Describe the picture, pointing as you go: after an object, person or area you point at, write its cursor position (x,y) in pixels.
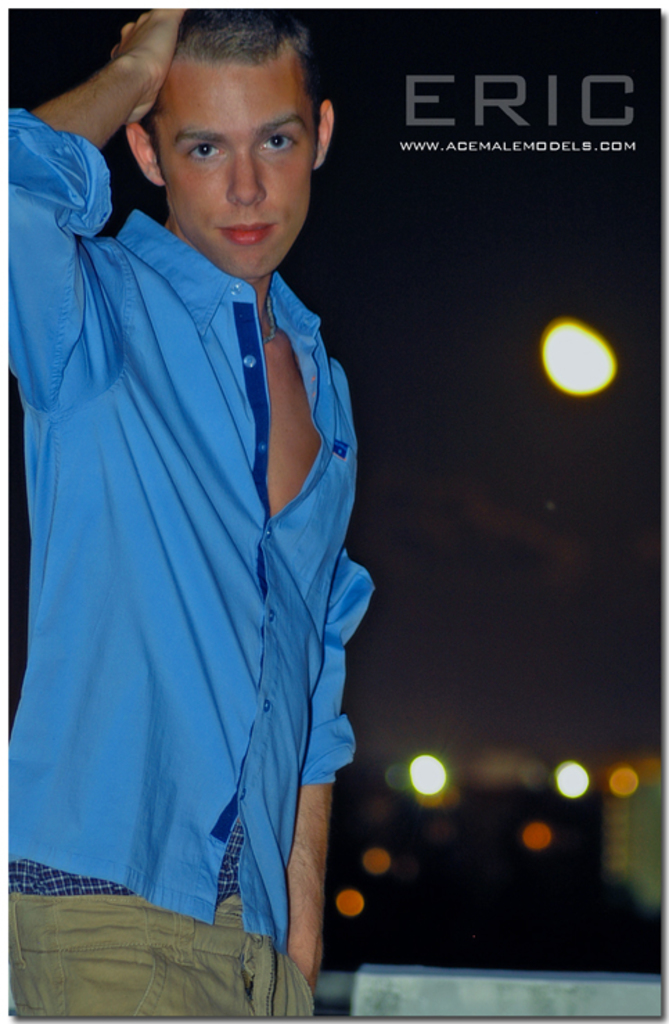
In this picture there is a man (285,223) who is wearing blue shirt (208,729) and trouser (203,958). He is standing near to the fencing (542,986). In the background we can see the lights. At the top (559,42) there is a sky (546,421). In the top right corner (584,115) there is a watermark (552,121).
